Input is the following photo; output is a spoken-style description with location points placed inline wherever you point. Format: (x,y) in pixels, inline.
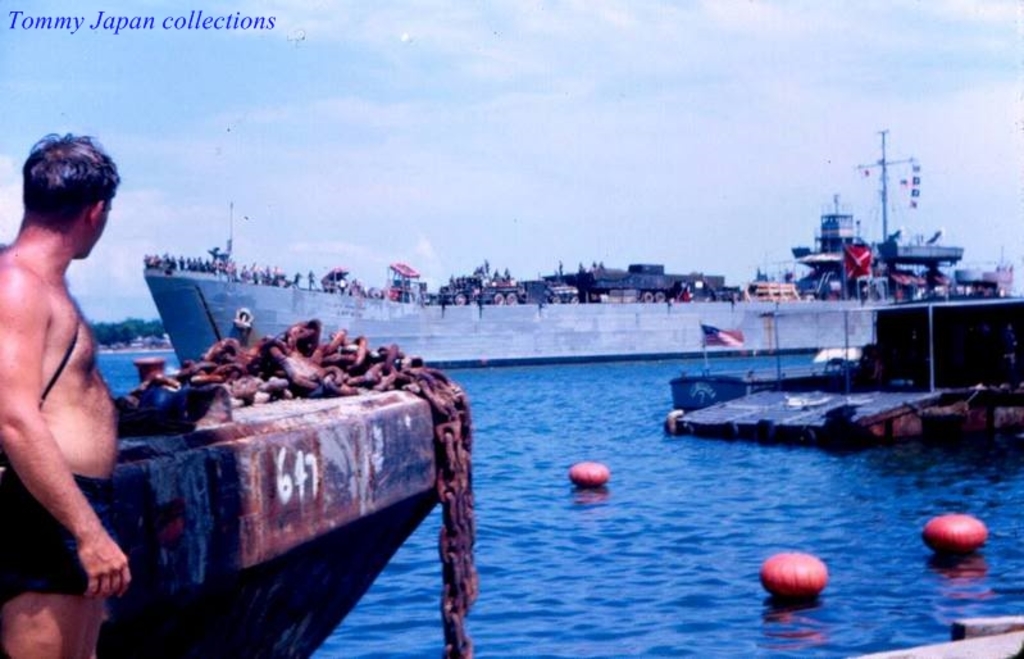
In this image there is water (661,554) at the bottom (661,559). In the water (776,548) there are buoys (605,477). On the left side (95,496) there is a person (60,481) standing beside the boat (265,490). On the boat (361,440) there are chains (325,350). In the background (453,335) there is a ship (515,345) in the water (533,382). In the ship (355,294) there are so many people (276,283) standing on it. At the top (474,32) there is the sky (474,32). On the right side (736,382) there is a flag (706,341) beside another boat (842,376).
